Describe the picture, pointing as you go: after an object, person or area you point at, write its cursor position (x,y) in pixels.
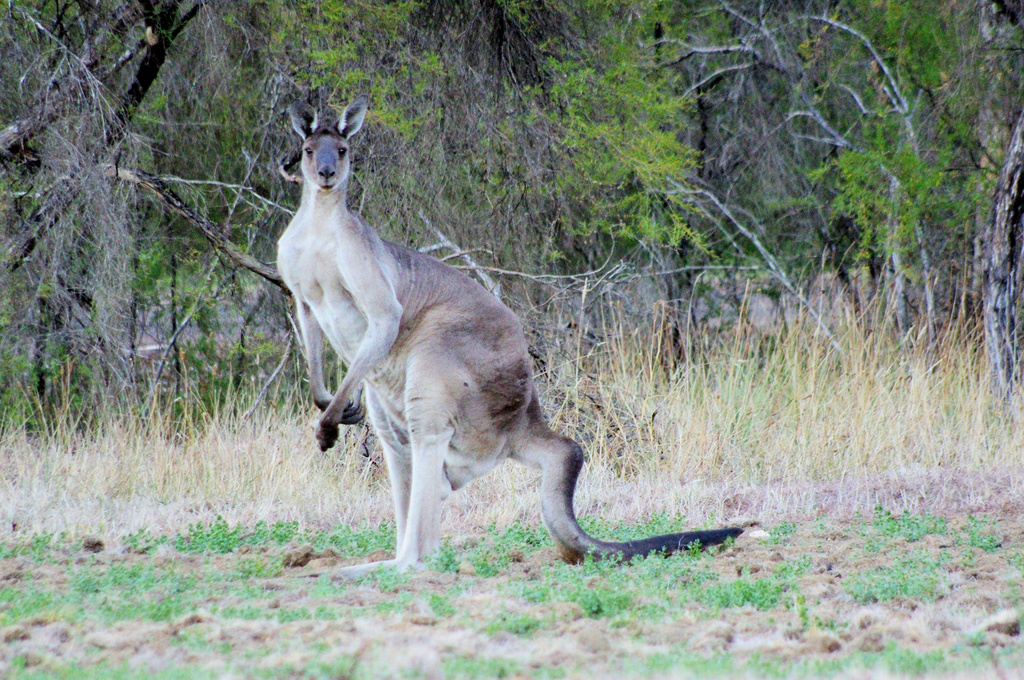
In the middle of the image (427,343) we can see a kangaroo (400,393), in the background (926,405) we can see grass (667,331) and few trees (645,260).
